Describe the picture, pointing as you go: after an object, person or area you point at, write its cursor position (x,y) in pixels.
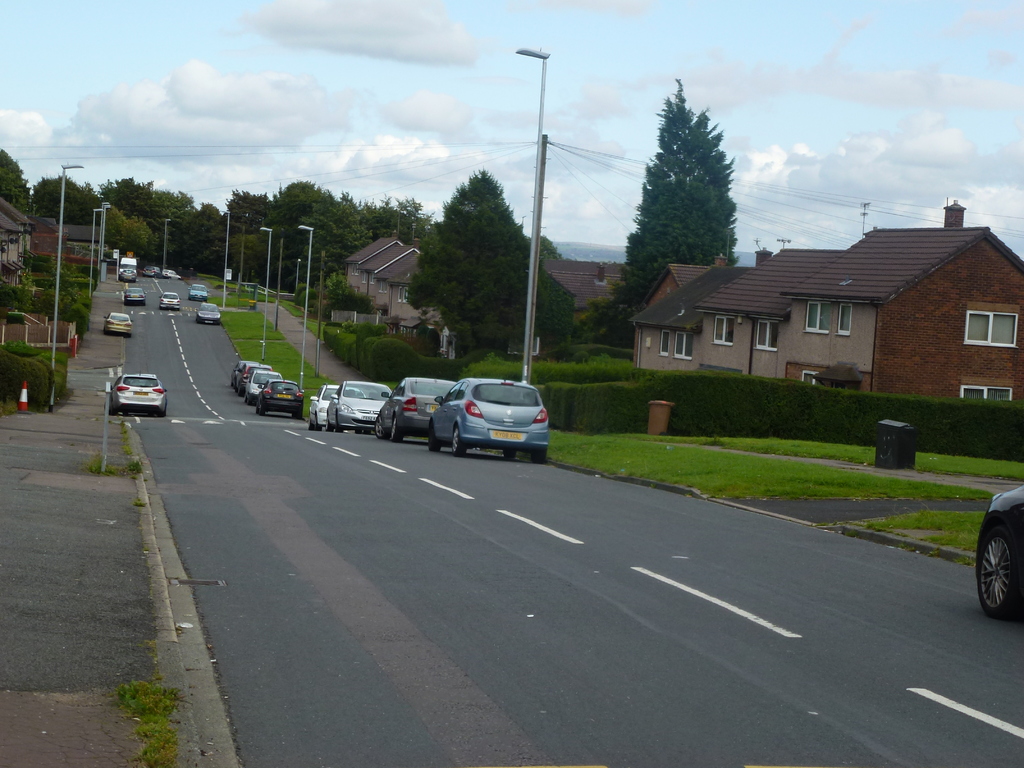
In this picture we can see vehicles (116,388) on the road (209,393), grass (263,337), light poles (55,364), trees (406,232), buildings (606,265) with windows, some objects (35,332) and in the background (163,97) we can see the sky (583,75) with clouds (213,82).
